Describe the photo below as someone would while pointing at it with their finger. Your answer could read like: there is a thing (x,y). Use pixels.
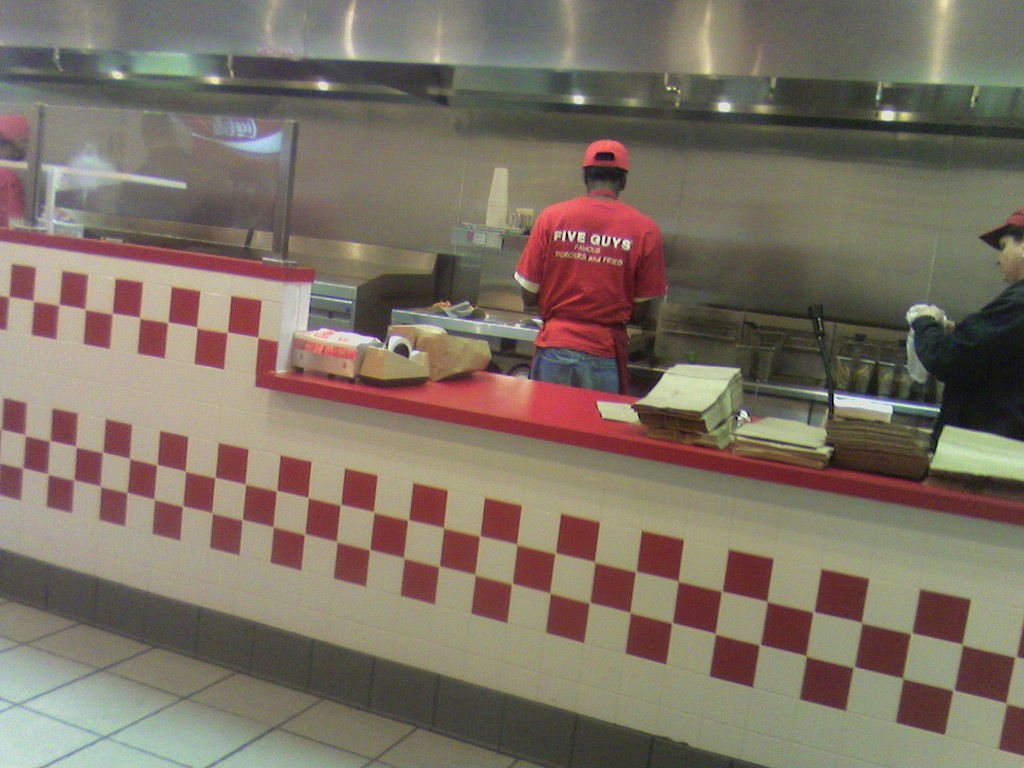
In this picture we can see inside view of the restaurant kitchen (58,450). In the front (72,366) there is a white and red color cladding tiles (409,449) a platform (554,392). Behind there is a chef (576,253) wearing red color t-shirt (596,297), standing and preparing the food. Above there is a stainless steel big chimney (549,81). On the right corner (965,357) you can see a man (982,366) wearing black color dress (987,379), standing and holding something white (911,368).
